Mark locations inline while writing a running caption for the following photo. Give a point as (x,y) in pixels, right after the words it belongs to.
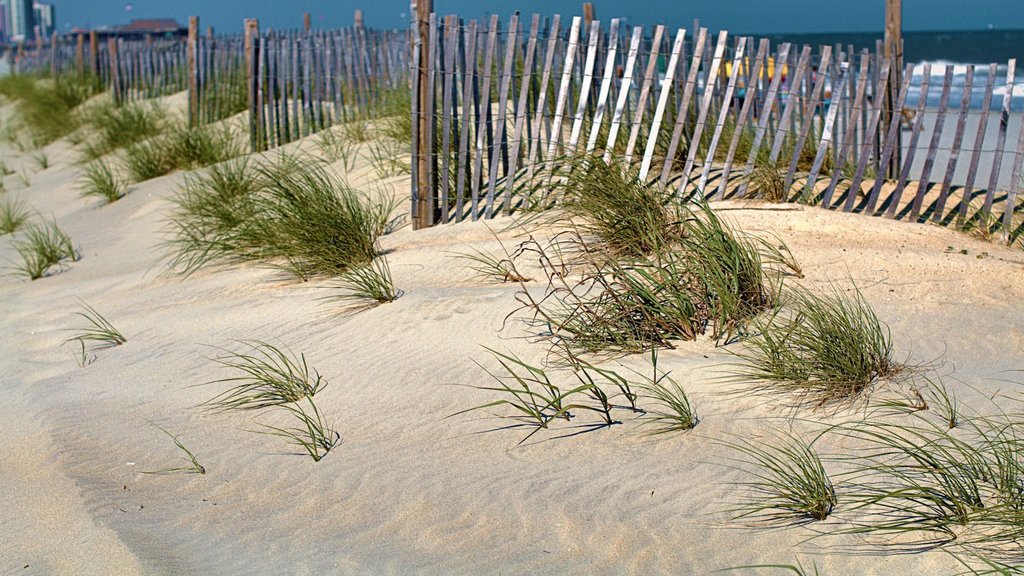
In this image there is a fence (414,166) on the land (387,383) having some grass (125,128). Right side (913,83) there is water (936,59) having tides (963,68). Top of the image (610,8) there is sky (216,24). Left top there are buildings (16,22).
